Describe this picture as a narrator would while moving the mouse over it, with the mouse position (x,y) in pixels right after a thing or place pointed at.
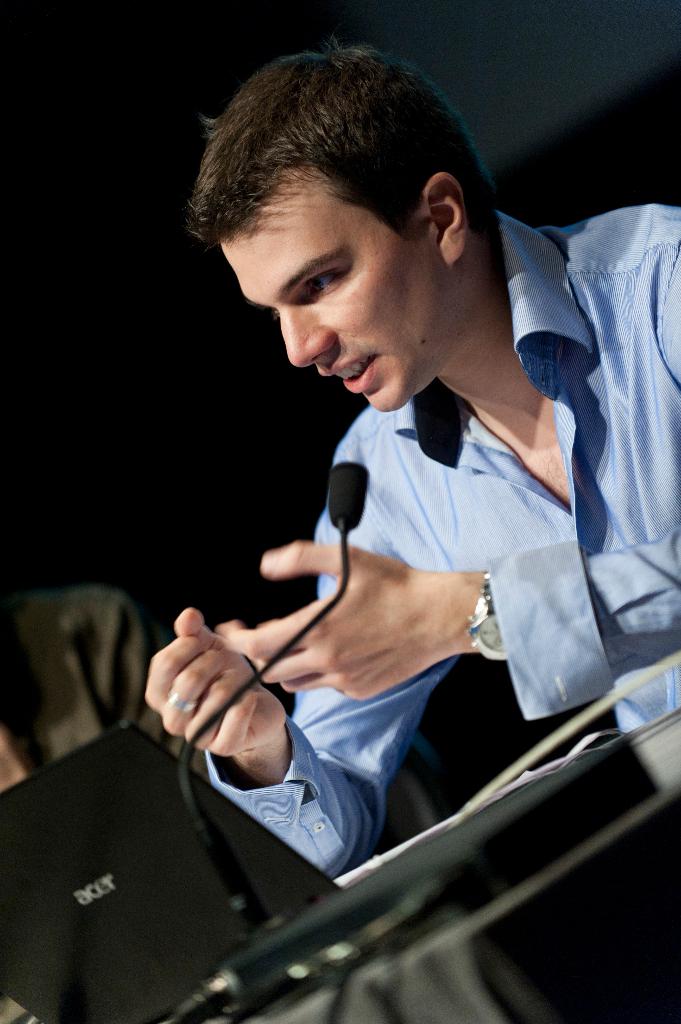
In this image I can see a man (380,489). I can see he is wearing a blue colour shirt (444,463) and a watch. In the front of him I can see a laptop (4,951) and a mic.
